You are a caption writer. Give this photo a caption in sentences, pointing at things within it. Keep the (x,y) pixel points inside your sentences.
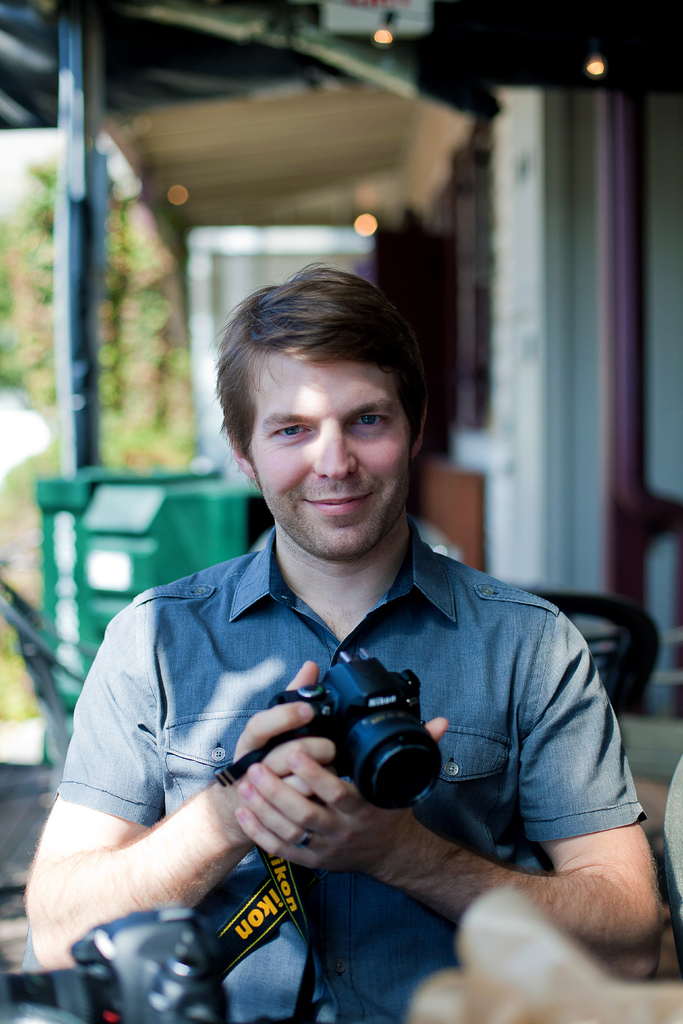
In the picture there is a person (47,913) sitting he is smiling, he is holding a nikon camera (337,717) in both of his hands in the background (133,229) there is a pole (81,318), trees (128,221) and door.
